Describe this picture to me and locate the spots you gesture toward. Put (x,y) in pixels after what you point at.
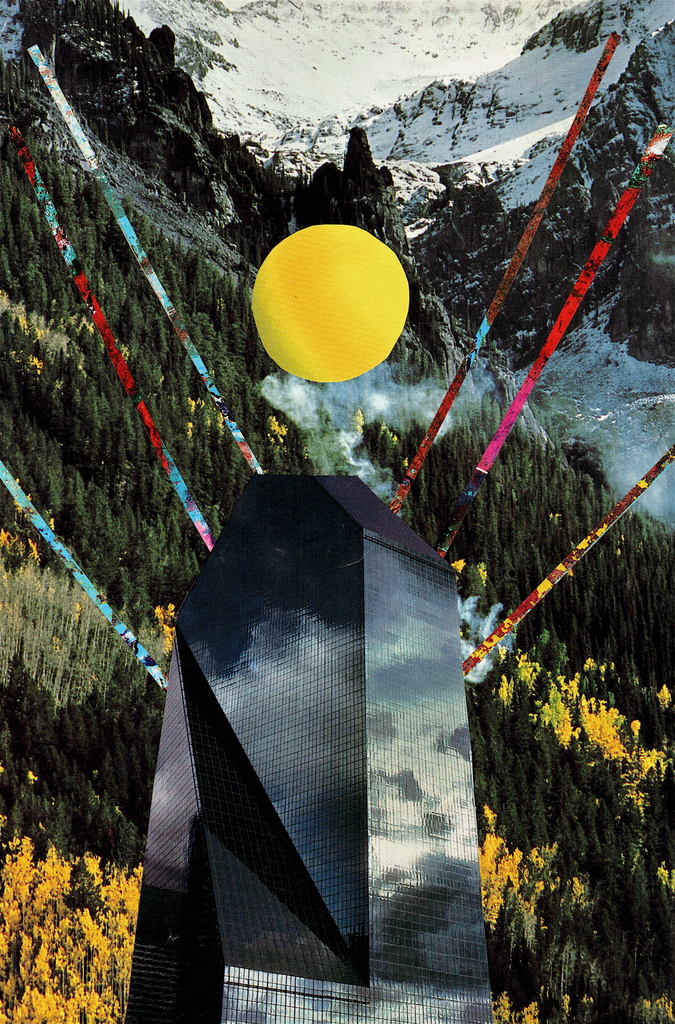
In this picture we can see a tower (264,714) and a balloon (307,317), in the background (524,720) we can find few flowers (500,689), trees (527,657), hills (357,195) and snow (354,90).
